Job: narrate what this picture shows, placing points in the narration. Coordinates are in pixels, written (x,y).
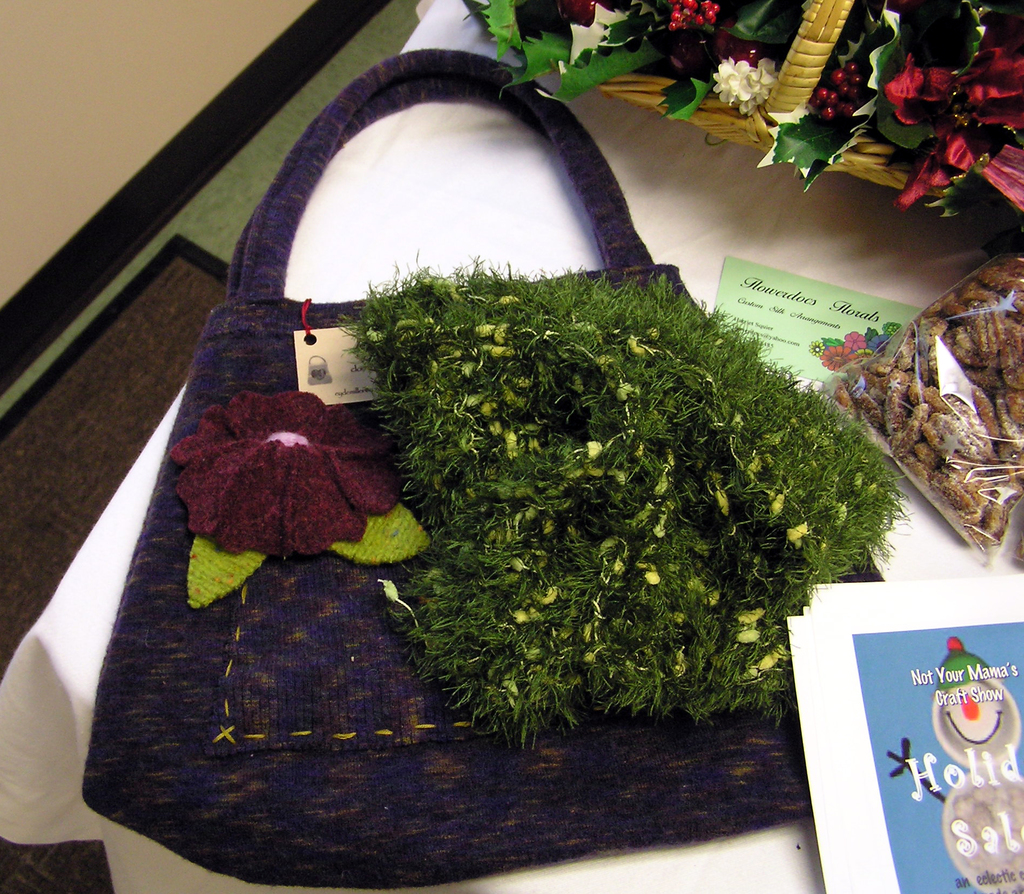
This image is clicked in a room (264,177). There is a table (47,666), which is covered with a white cloth (449,251). On which, hand bag (546,772), food (924,413), and flower basket (804,90) along with greetings (900,768) are kept. To the left (125,154), there is a wall (89,174). At the bottom (12,628) there is a floor mat (79,407).
